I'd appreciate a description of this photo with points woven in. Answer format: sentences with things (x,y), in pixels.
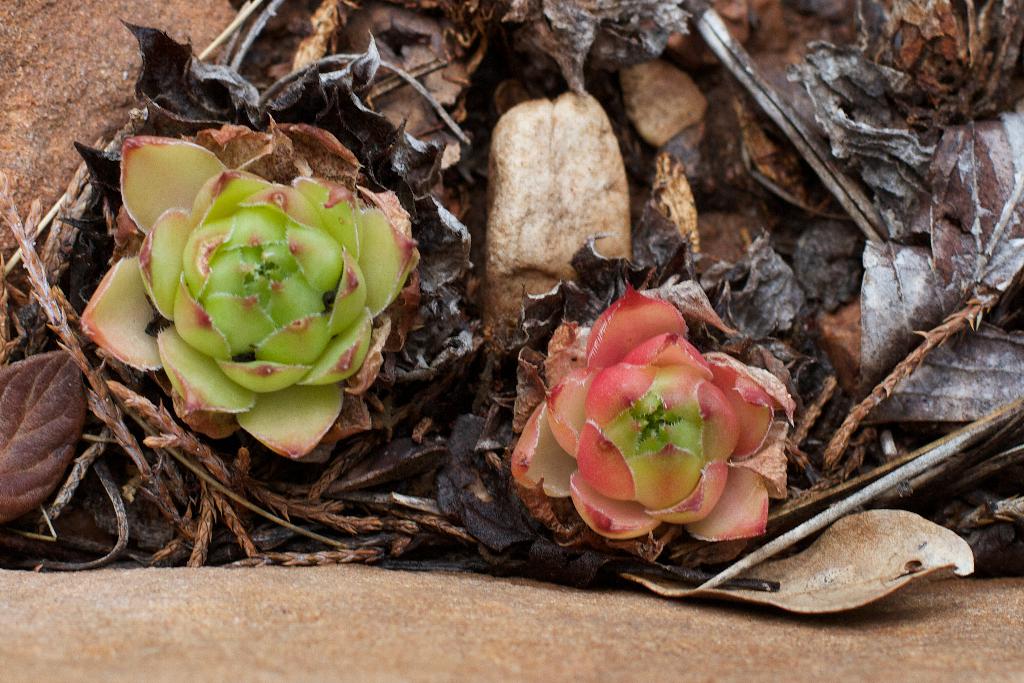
In this image we can see flowers (186,167) and dried leaves (383,439).
